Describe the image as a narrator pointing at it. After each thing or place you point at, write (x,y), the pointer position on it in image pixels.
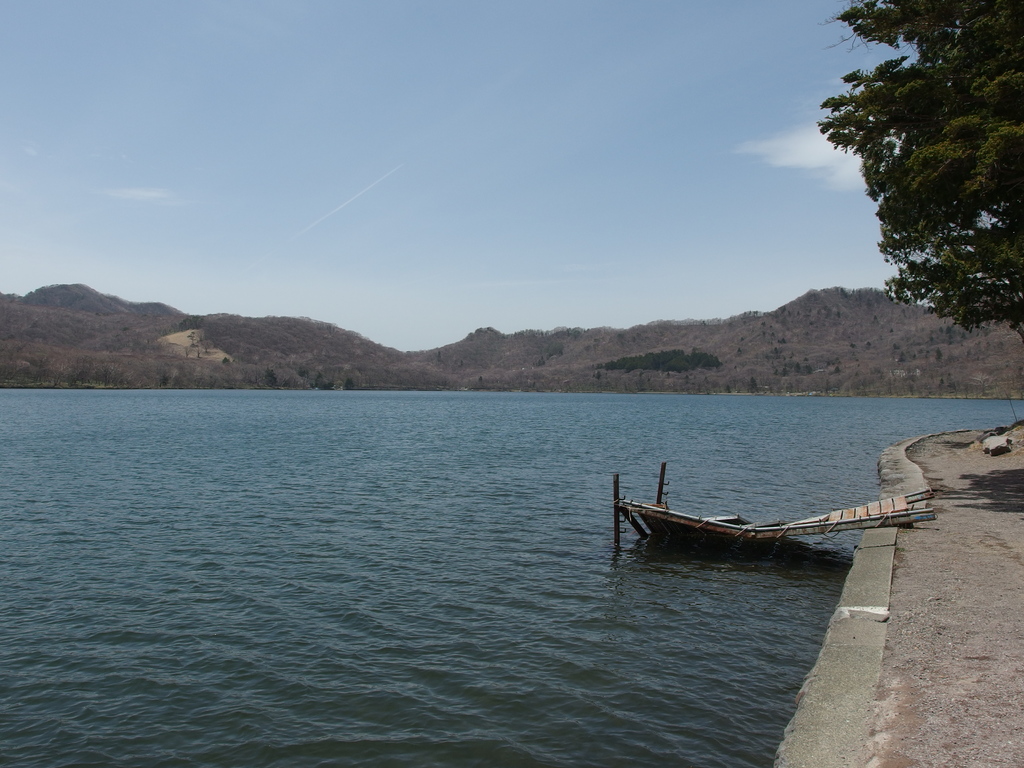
In this image we can see the water (487,600) and a wooden object (658,513). Behind the water (641,487) we can see the mountains (177,367). On the right side (949,595), we can see the walkway (925,655) and a tree (958,203). At the top (568,195) we can see the sky (400,201).
